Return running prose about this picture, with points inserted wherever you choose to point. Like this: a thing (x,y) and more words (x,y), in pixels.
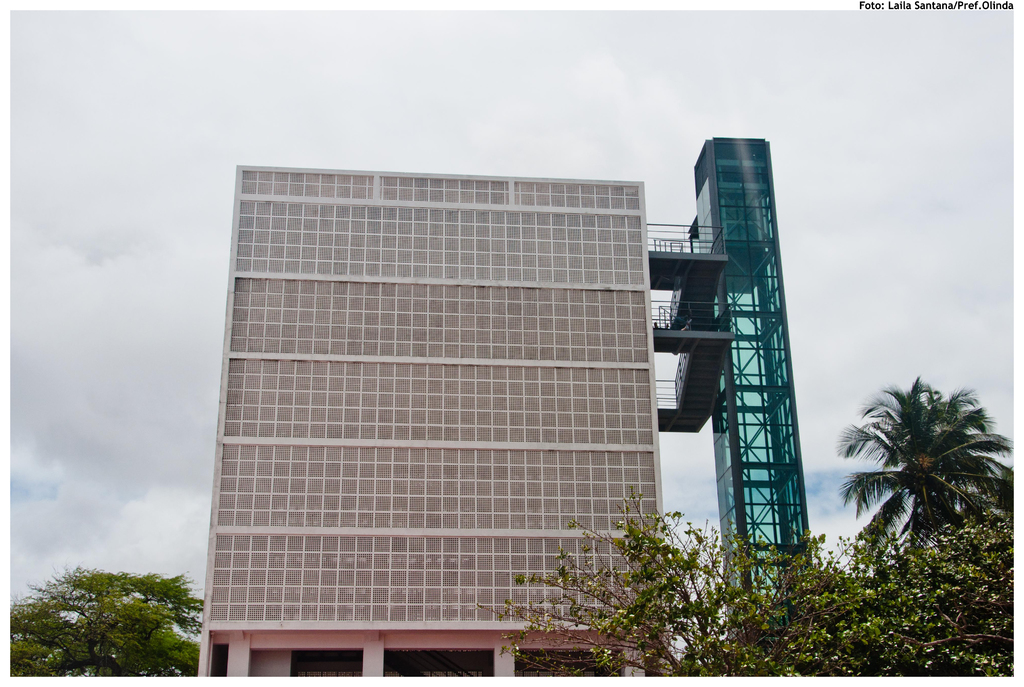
In the foreground of this image (693,587), there are trees (169,612) and a building (485,432) and in the background (462,161), there is the sky (111,352) and the cloud (169,316).
